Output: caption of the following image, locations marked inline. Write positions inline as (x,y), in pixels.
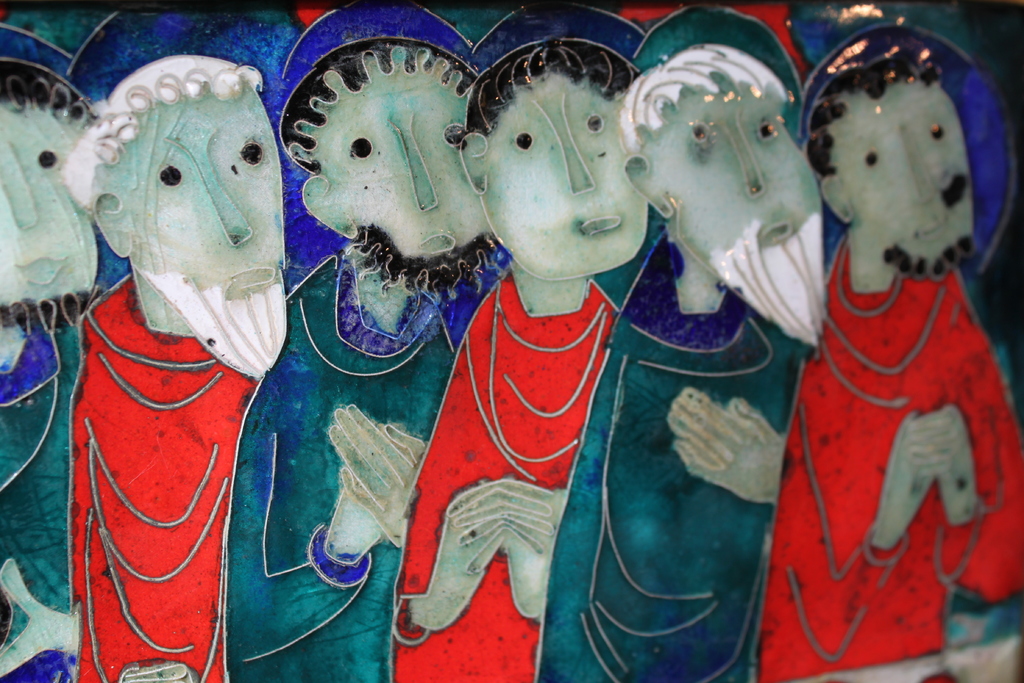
In this image, we can see some handicrafts (883,301).
